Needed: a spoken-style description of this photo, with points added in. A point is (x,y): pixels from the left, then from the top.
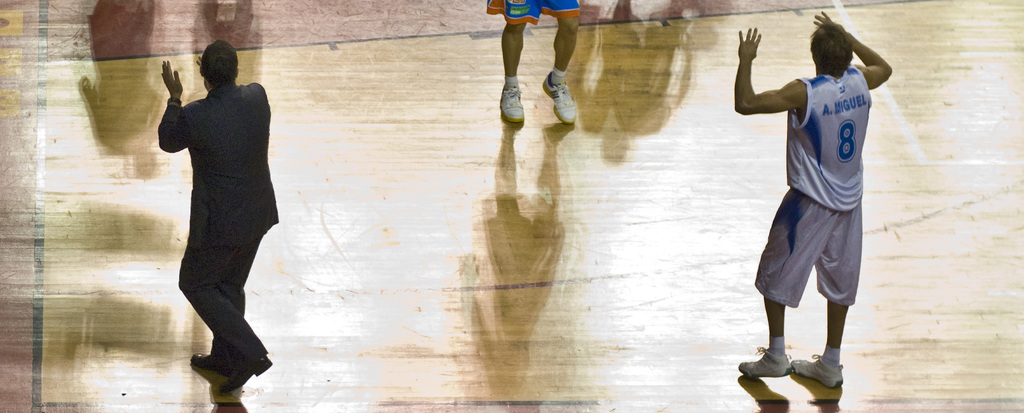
In this image we can see three persons (797,119), One person (225,279) wearing suit (258,149). The other person (831,219) is wearing white color t-shirt (846,183), shorts (808,255) with white shoe (780,358) and the third person (553,87) is wearing orange and blue color short (529,19). The floor (552,197) is in brown in color.
